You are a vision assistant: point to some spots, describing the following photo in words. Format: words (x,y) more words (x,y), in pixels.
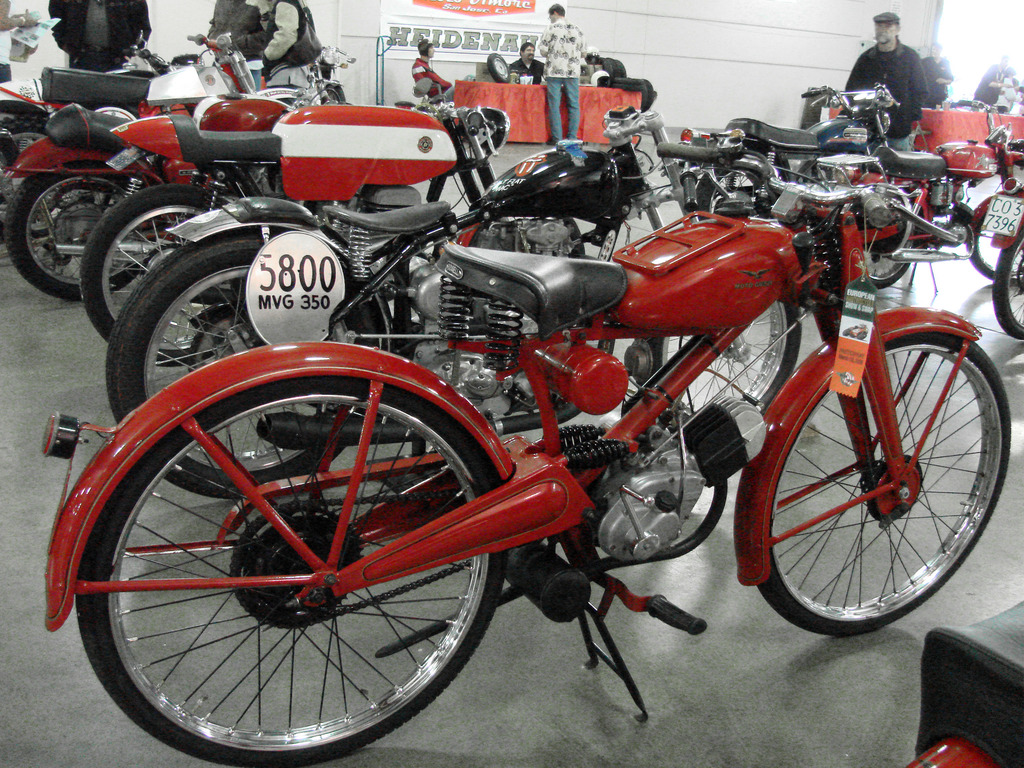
In this image I can see the floor (790,680), few motorbikes (688,409) which are red, black and white in color and in the background (913,110) I can see few persons (579,45) standing, few persons (522,57) sitting in front of the table (542,104), the wall (760,58) and a banner (476,20).
